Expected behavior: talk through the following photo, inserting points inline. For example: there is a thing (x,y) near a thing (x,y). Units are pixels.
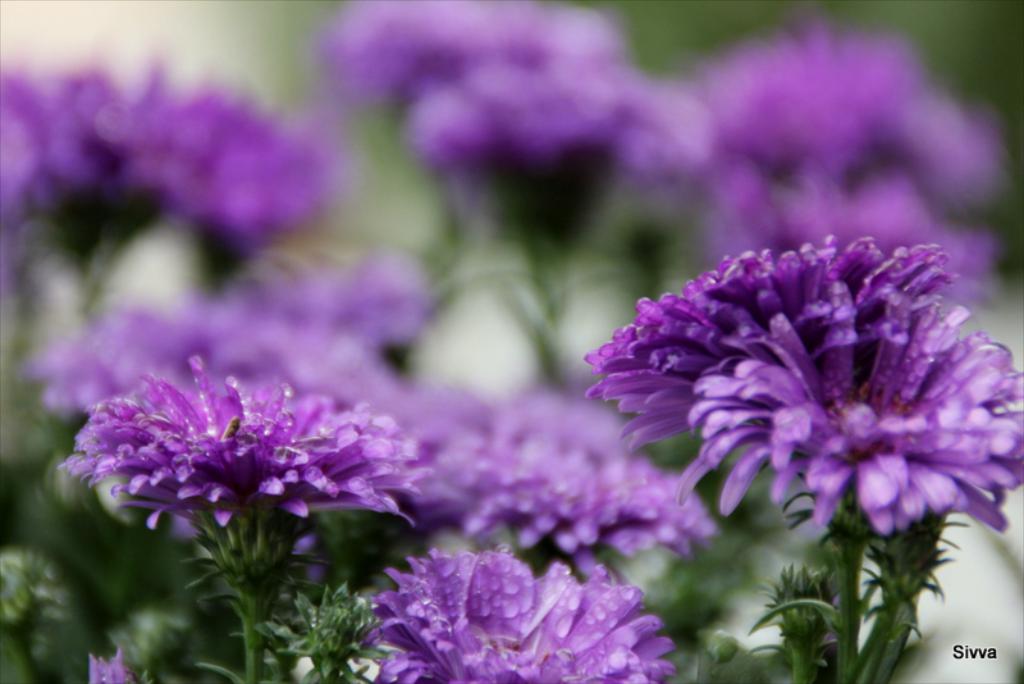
In this image we can see so many flowers (406,322) to the plants (414,297), which are in purple color.
